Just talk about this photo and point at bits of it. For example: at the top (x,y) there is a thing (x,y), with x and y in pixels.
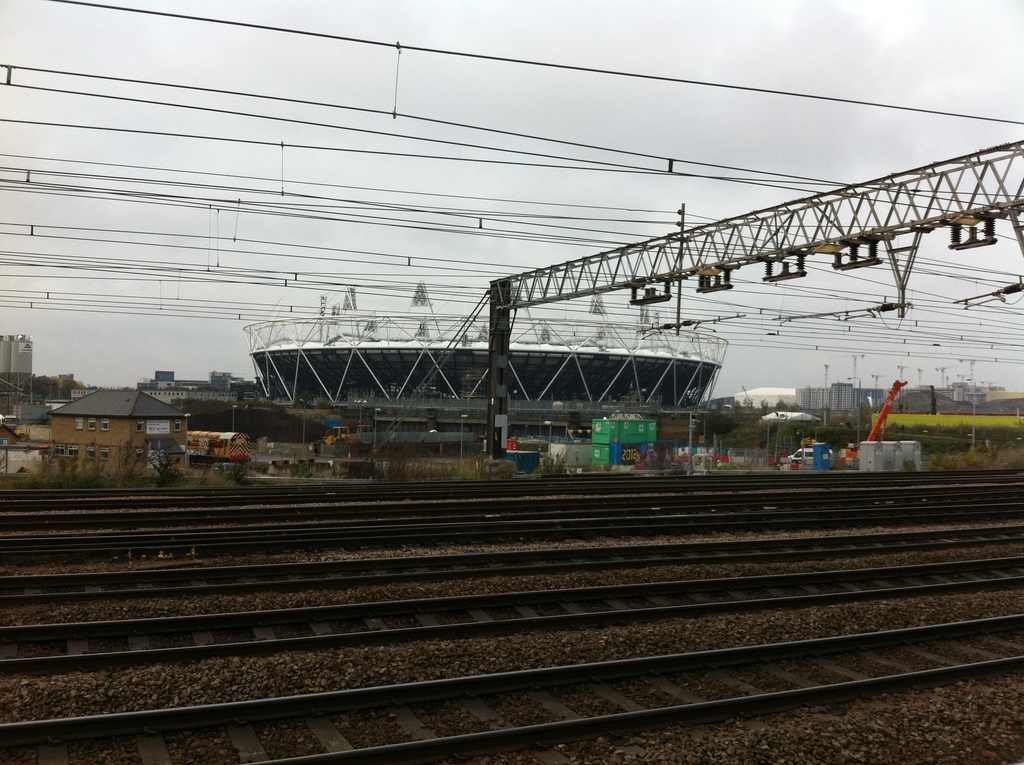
In this image there are some railway tracks (558,558) in the bottom of this image (533,631). There are some buildings (160,437) and some trees (557,462) in the background (120,442). There is a building (310,393) in the middle of this image (422,399). There is a sky (559,94) on the top of this image (532,47). as we can see there are some current wires (559,235) on the top of this image (599,72).
